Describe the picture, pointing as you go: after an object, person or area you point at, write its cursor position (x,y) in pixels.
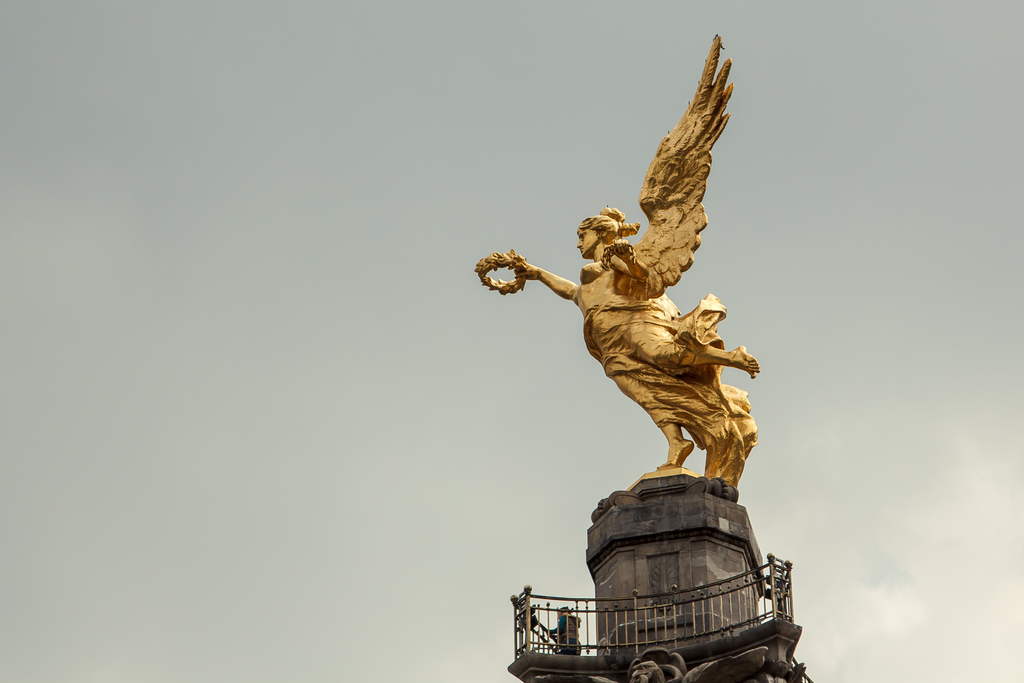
In this picture there is a statue (733,360) towards the right (750,599). It is in gold and grey in color. In the background (546,259), there is a sky (848,200).
